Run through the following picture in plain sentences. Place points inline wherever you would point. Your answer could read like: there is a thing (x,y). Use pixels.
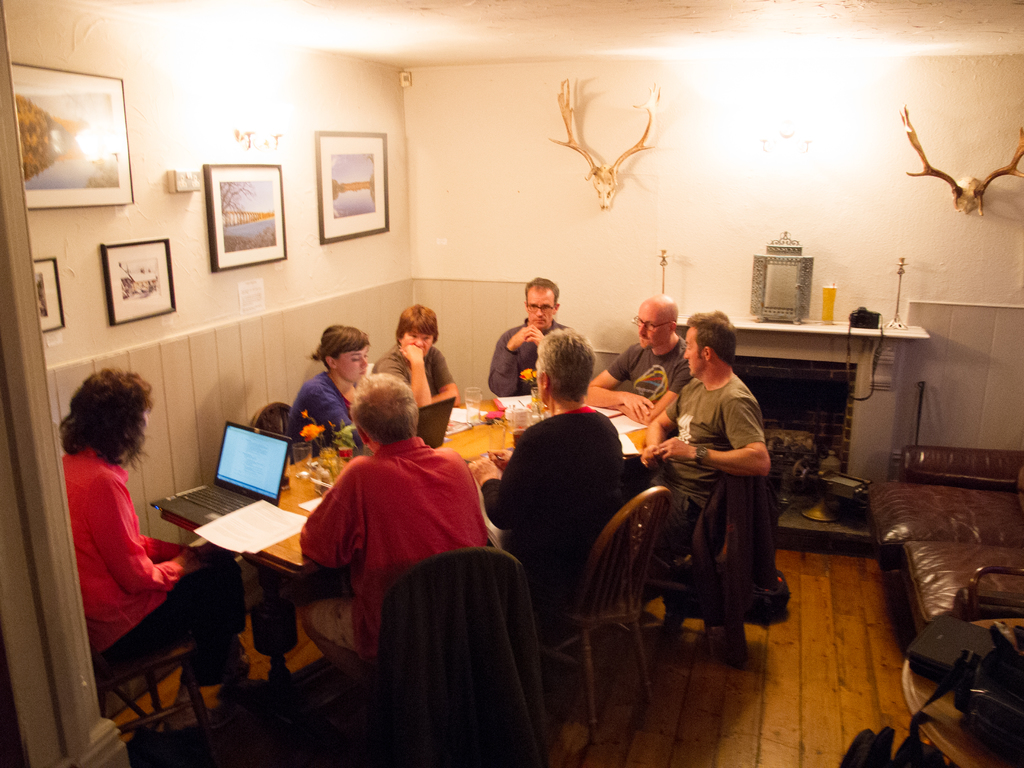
in the image we can see the group of people (337,343) were sitting around the table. And coming to the background (568,192) there is a wall (485,206) with photo frames (337,212).
